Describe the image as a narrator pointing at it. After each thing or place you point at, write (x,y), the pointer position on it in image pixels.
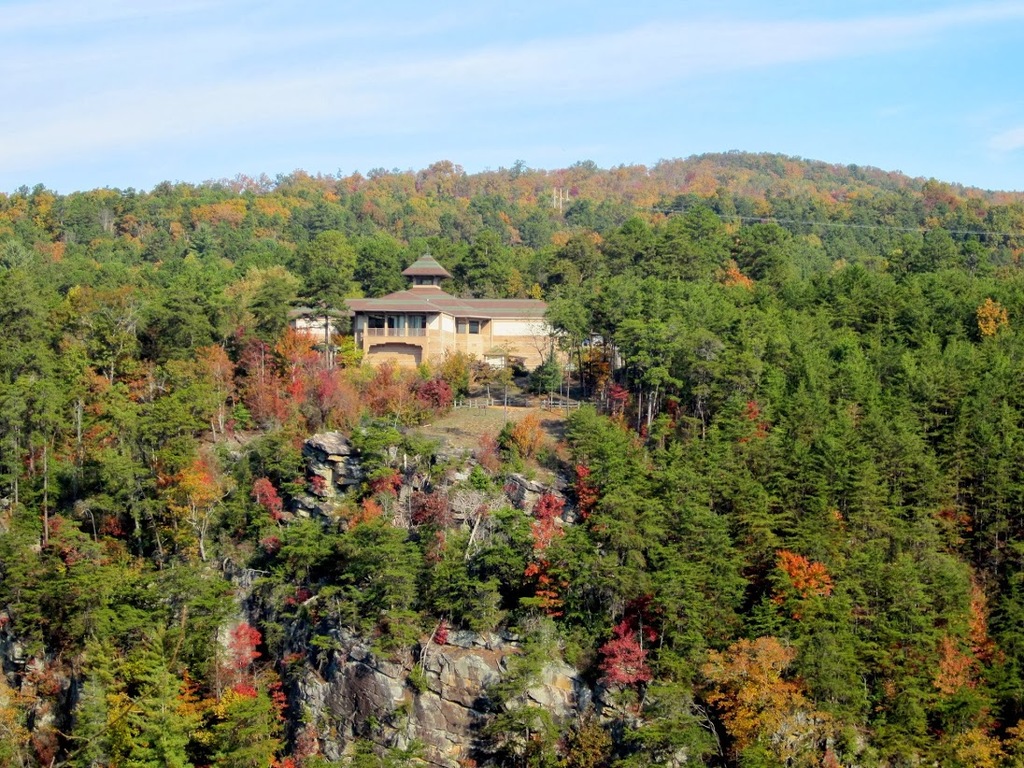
In this image we can see a house (300,326), trees (336,370). At the top of the image (420,92) there is sky (468,76).
